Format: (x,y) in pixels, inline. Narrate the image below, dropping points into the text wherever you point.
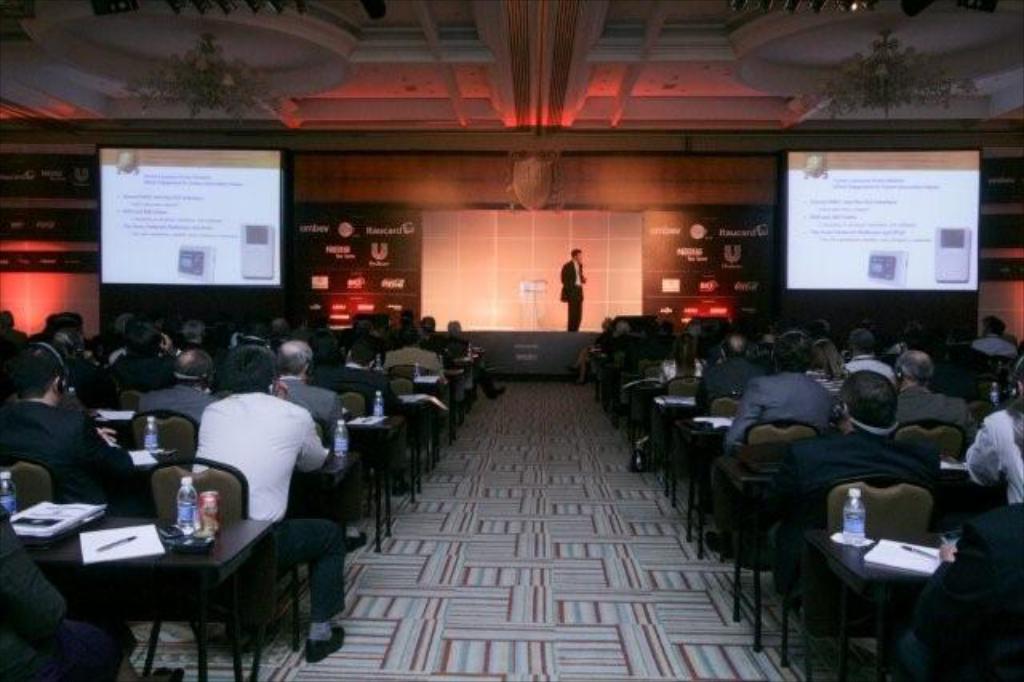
On the left side (289,393), there are persons (364,337) in different color dresses (278,407), sitting on chairs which are arranged on the floor (531,407) in front of the tables (53,564), on which there are bottles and other objects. On the right side (836,423), there are persons (863,364) in different color dresses (1007,557), sitting on chairs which are arranged on the floor (833,655) in front of the tables (725,427), on which there are bottles (859,521) and other objects (927,554). In the background (874,179), there are two screens (791,158) arranged, there is a person (577,262) in a suit (577,264), standing on stage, on which there is a stand (529,316), there are two posters (772,257) and lights (888,81) arranged.
